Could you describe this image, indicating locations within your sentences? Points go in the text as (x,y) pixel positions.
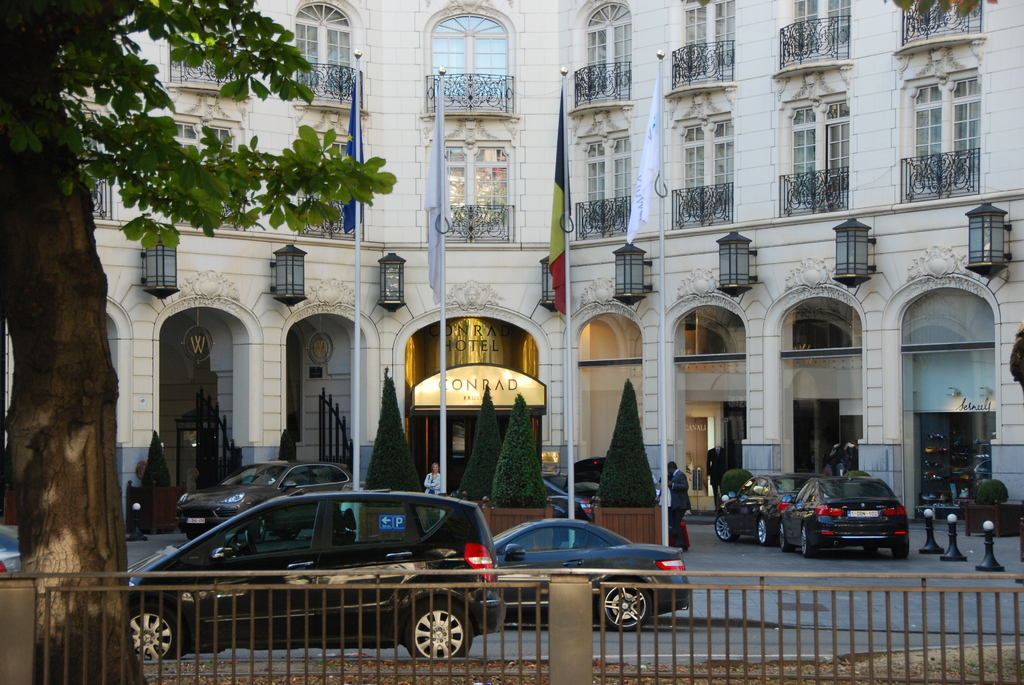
In this image I can see the rail (290,629). I can see the vehicles (513,533) on the road (709,579). I can also see the flags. In the background (454,452), I can see the trees (527,446) and the building (423,94).
